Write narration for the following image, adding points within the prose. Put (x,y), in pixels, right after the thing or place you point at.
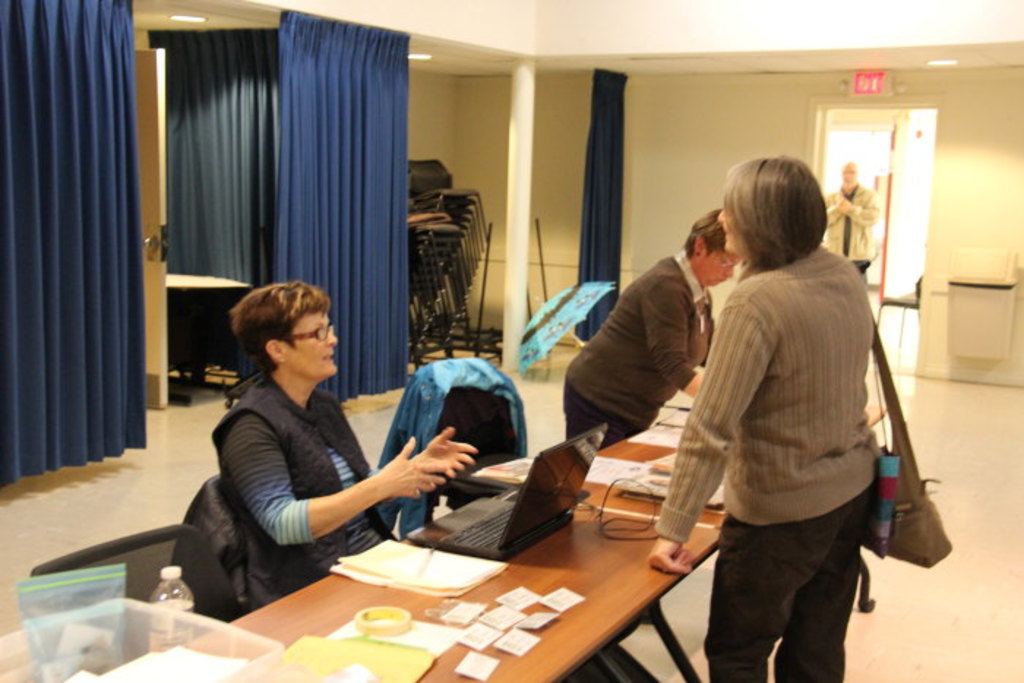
In this image we can see some group of persons (419,457) sitting and standing near the table (644,559), there is laptop (506,523), papers (467,559) and some other items (464,605) on table (659,574) and in the background of the image (488,198) there are some chairs (472,227), curtains (55,221) and a wall (646,182).
